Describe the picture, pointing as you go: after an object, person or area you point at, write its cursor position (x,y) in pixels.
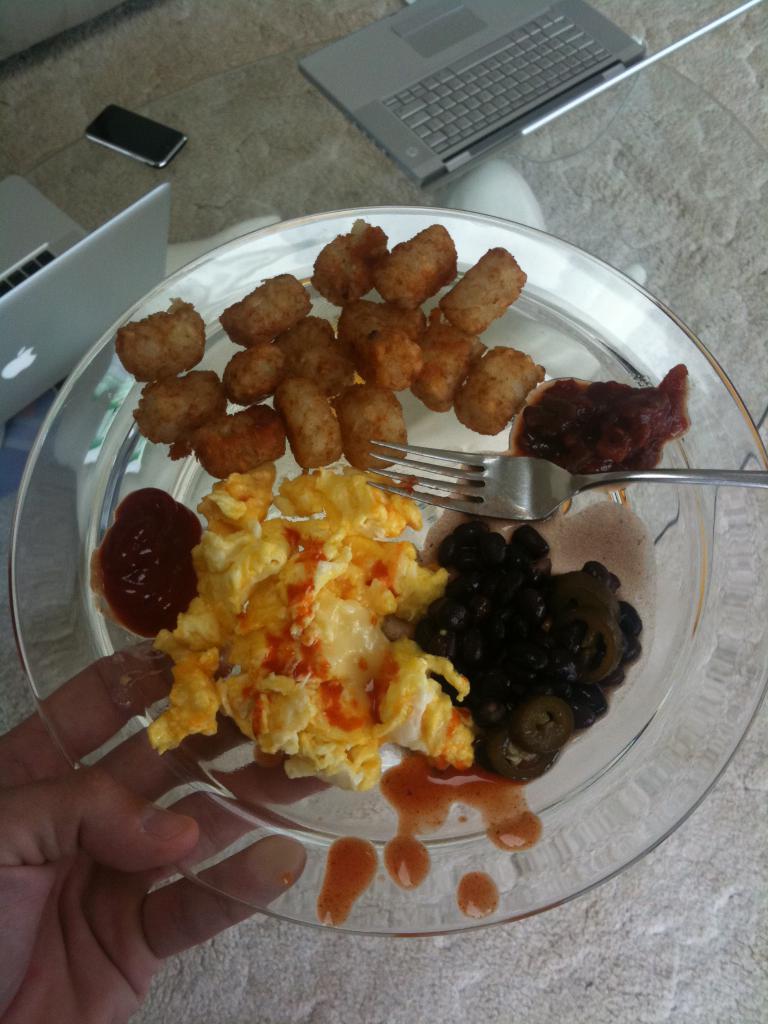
In this image I can see a hand (144,764) of a person (127,754) is holding a glass plate (475,848). I can also see few laptops (111,275) and a black colour phone (132,116). In this plate (309,258) I can see few different types of food (383,434) and a fork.
